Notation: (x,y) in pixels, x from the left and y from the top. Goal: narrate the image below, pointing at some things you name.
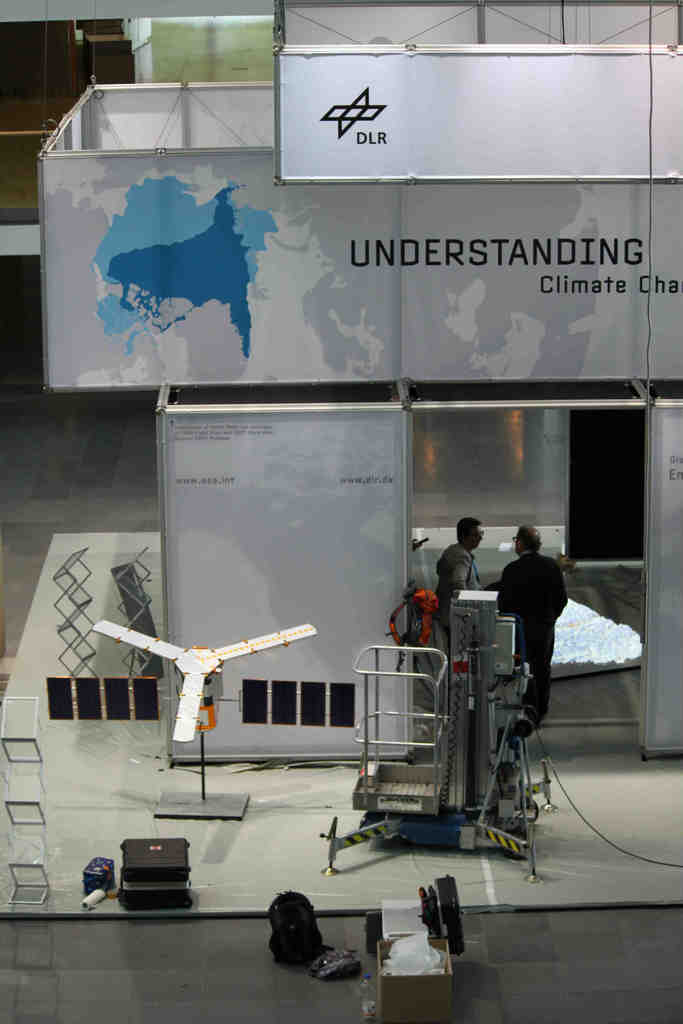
There are two persons (500,580) standing. Also there are some machines (56,690). And there is a building (233,305) and something is written on that. On the floor (211,933) there are bags (176,896) and some other things (140,858).
